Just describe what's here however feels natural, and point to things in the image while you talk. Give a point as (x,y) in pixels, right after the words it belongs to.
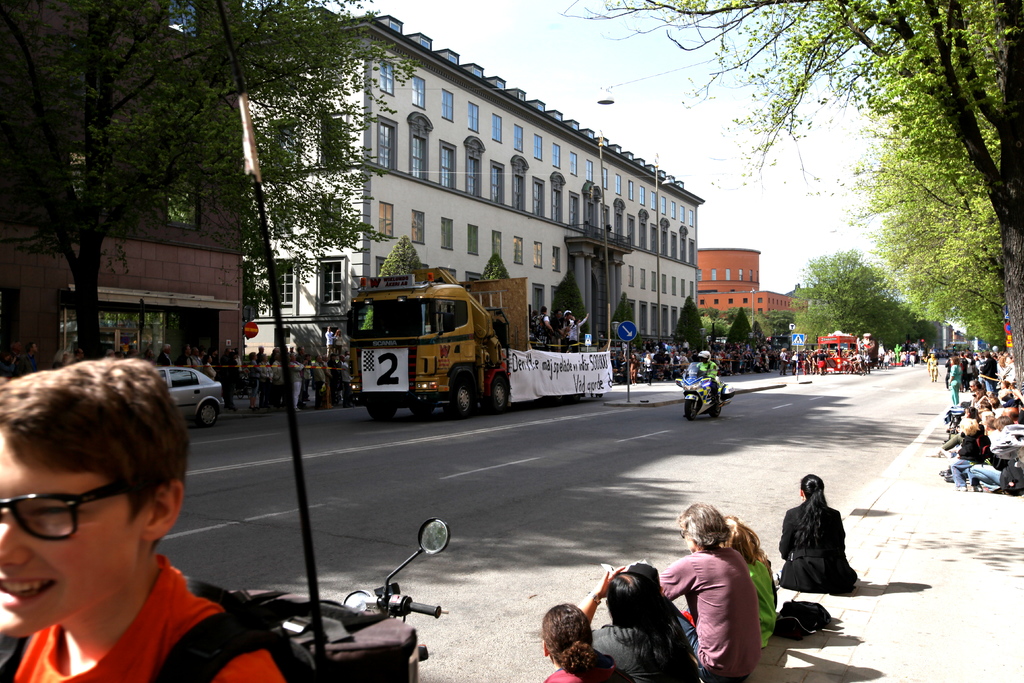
In this image, we can see the ground (805,449). We can see some poles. There are a few trees (852,3). We can see a banner (589,368) with some text (564,368). We can see some people (617,360). There are a few buildings (573,140). We can see some vehicles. We can see some sign boards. We can see the sky (625,55) with clouds (635,46).
